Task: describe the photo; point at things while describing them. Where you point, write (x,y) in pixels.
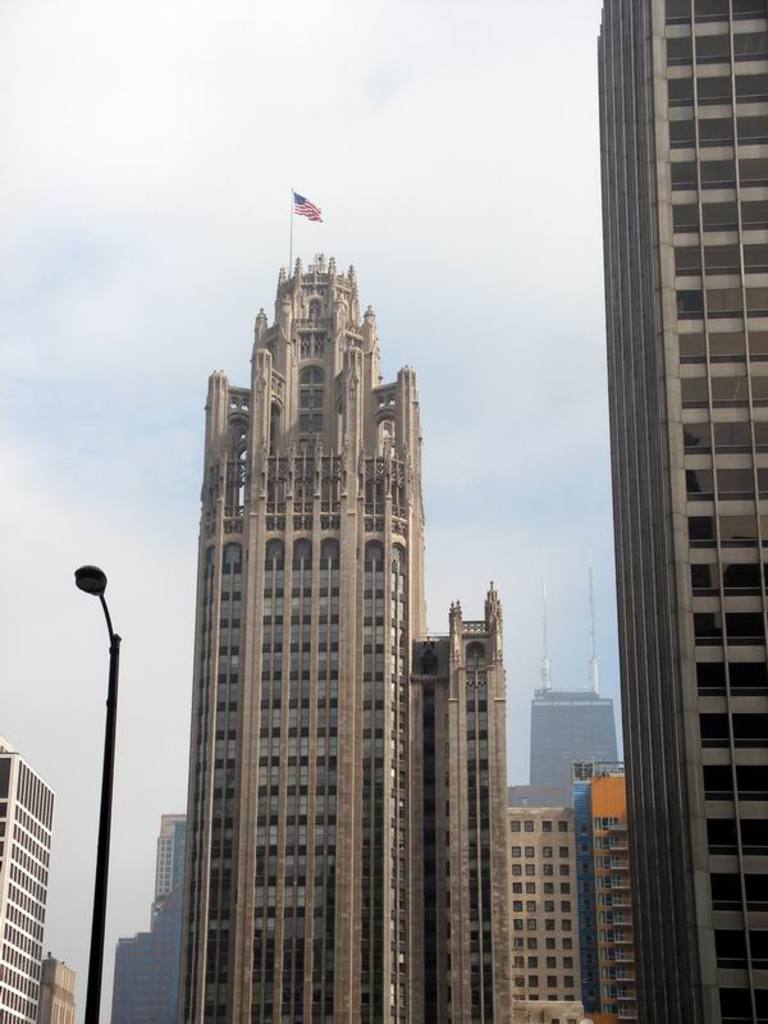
In this image there are a few buildings (305,559) and there is a flag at the top of one of the buildings (314,389), a street light (99,920) and the sky (166,479).
